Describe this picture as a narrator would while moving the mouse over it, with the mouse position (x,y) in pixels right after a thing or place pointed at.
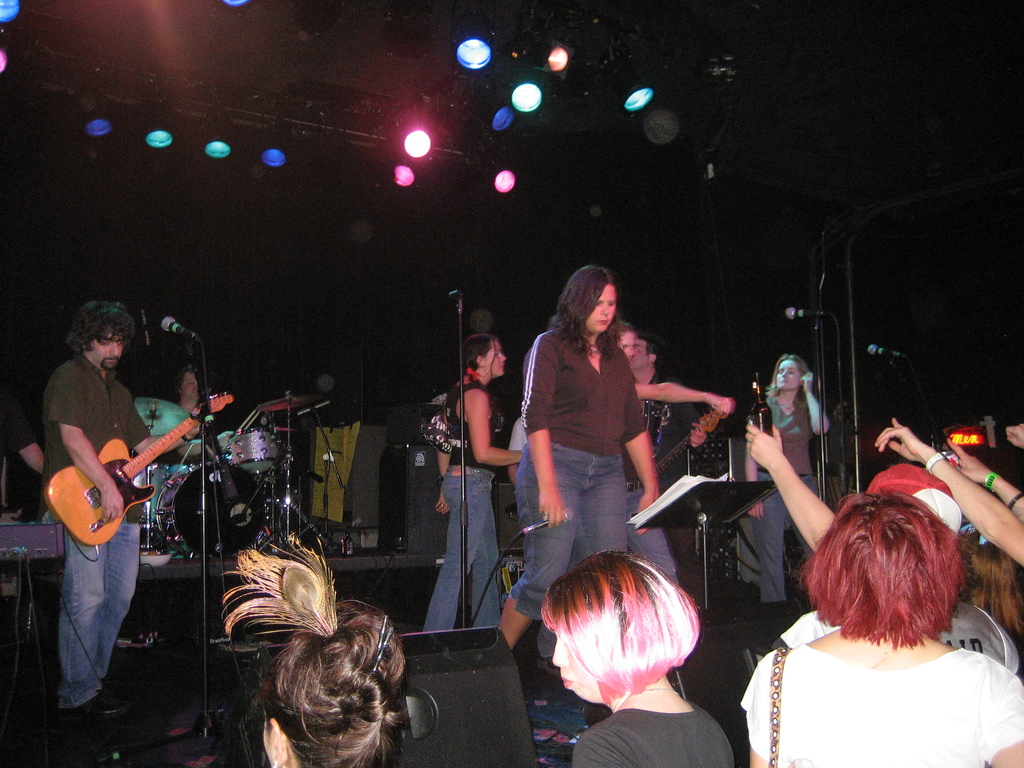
As we can see in the image there are few people (188,440) standing on stage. On stage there are few people (95,337) holding guitar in their hands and there are musical drums (246,449) over here.
